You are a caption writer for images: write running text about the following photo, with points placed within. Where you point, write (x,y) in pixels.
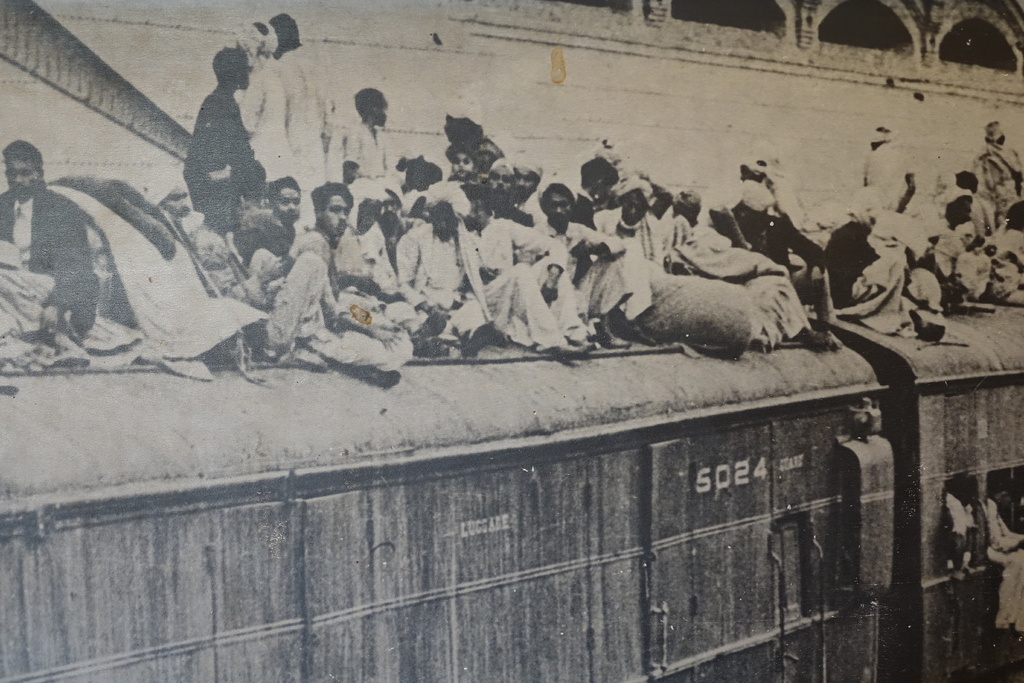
In the image we can see there is a train (611,463) and there are people (422,278) sitting on the train (413,629). Behind there is a building (624,74) and its written ¨5024¨ on the train (712,508). The image is in black and white colour.
